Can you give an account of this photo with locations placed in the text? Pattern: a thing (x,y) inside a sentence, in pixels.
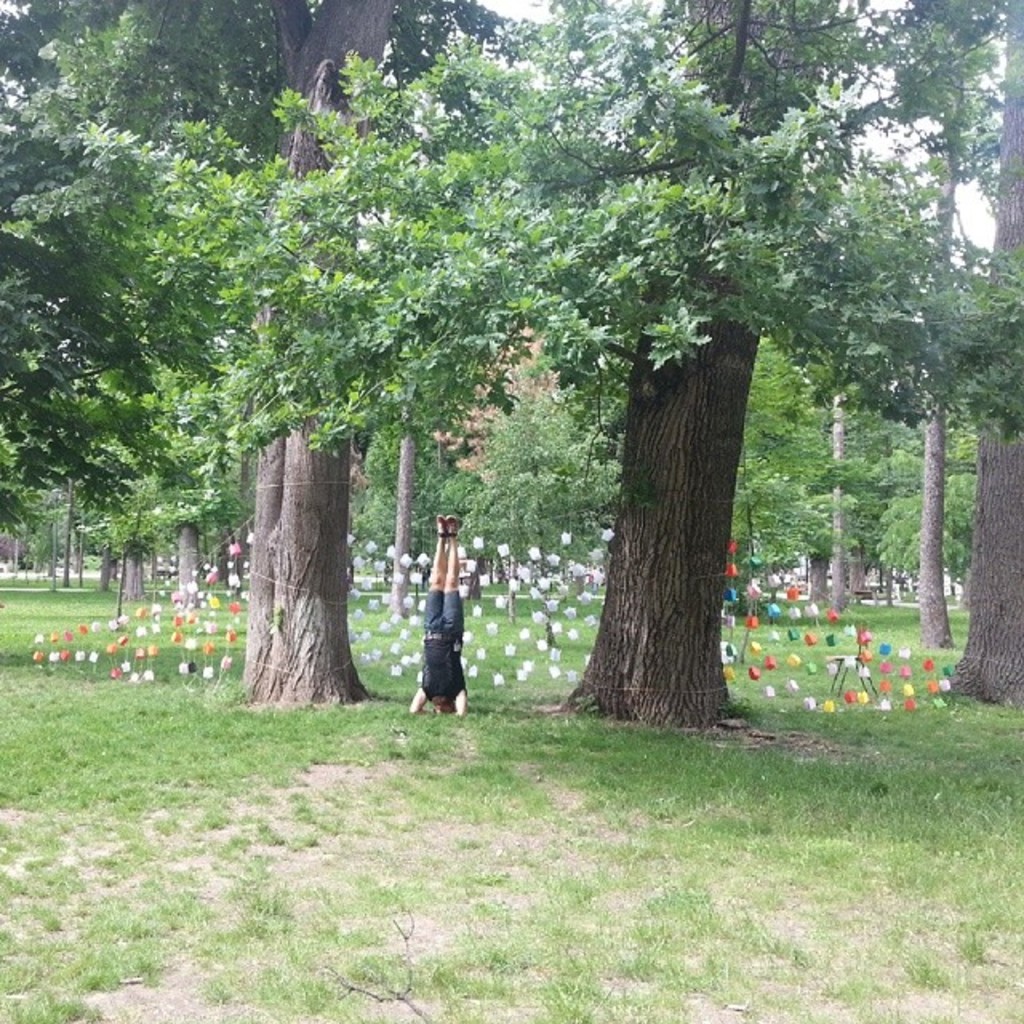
At the bottom of the image (329,825) on the ground (380,860) there is grass (431,765). There is a man (432,646) in the inverted position. Behind him there are few objects (233,579) hanging on the ropes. In the background (136,582) there are trees (917,562).
